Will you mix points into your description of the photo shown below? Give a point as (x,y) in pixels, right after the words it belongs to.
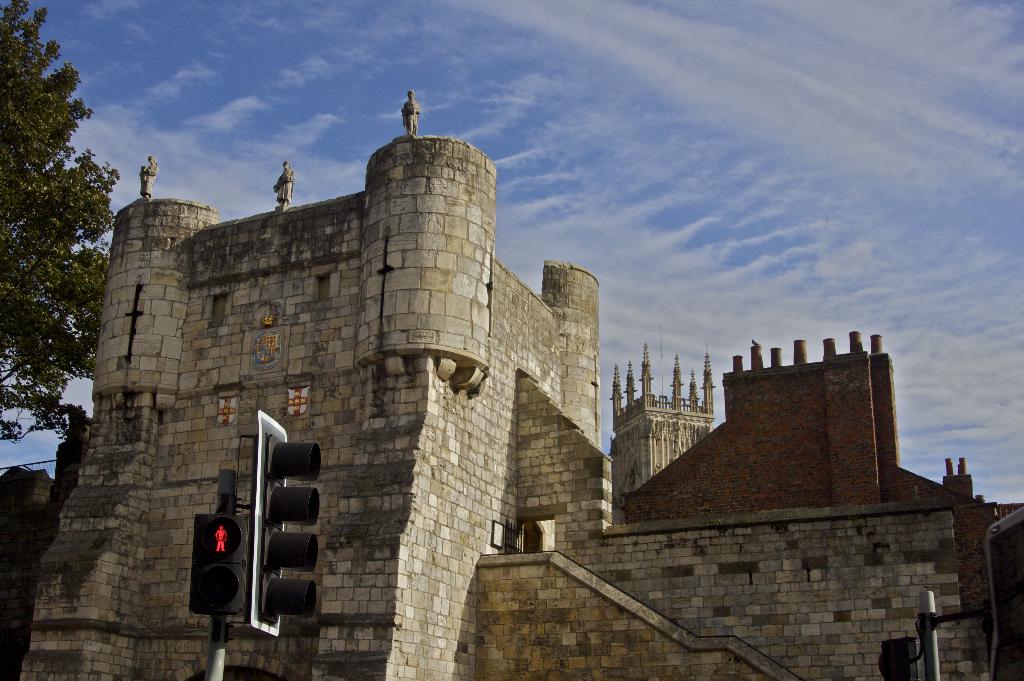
In this image, we can see a fort (550,496), wall (771,570), pillars (383,312), statue (274,188). Here we can see a brick wall (800,456). At the bottom (253,547), there are few traffic signals (270,537) with poles (933,653). On the left side (42,205), we can see a tree (42,205). Background (778,274) there is a sky (698,216).
